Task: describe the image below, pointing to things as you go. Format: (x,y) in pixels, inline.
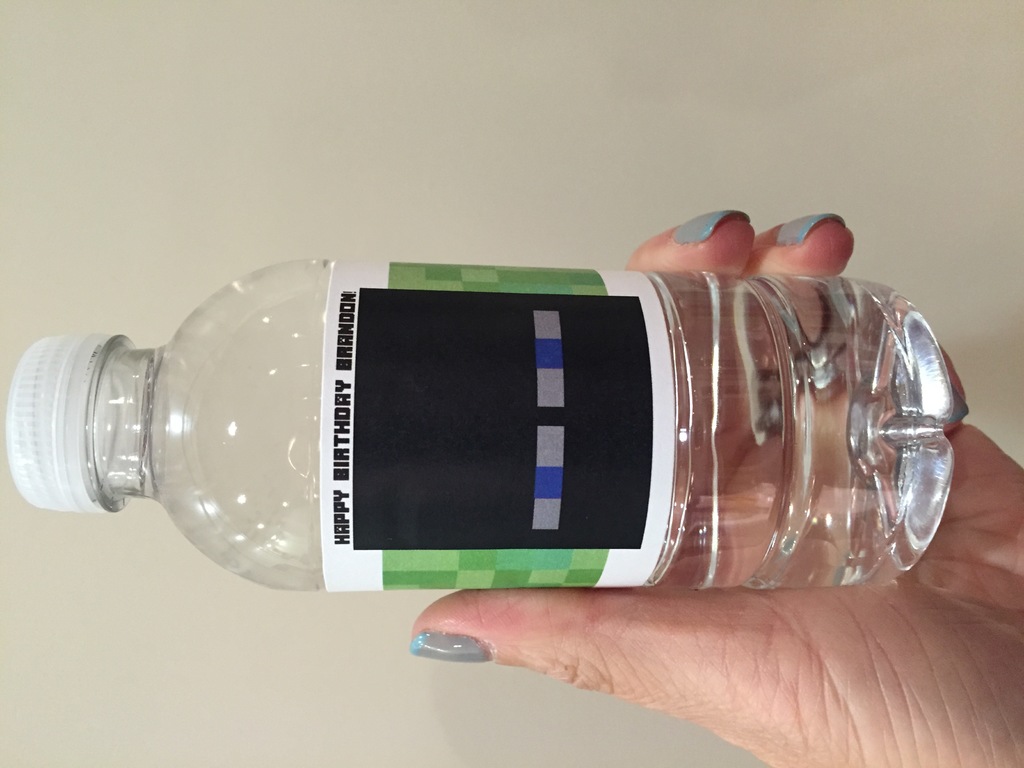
In this image we can see a person (908,580) is holding a water bottle (597,499) in their hand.
